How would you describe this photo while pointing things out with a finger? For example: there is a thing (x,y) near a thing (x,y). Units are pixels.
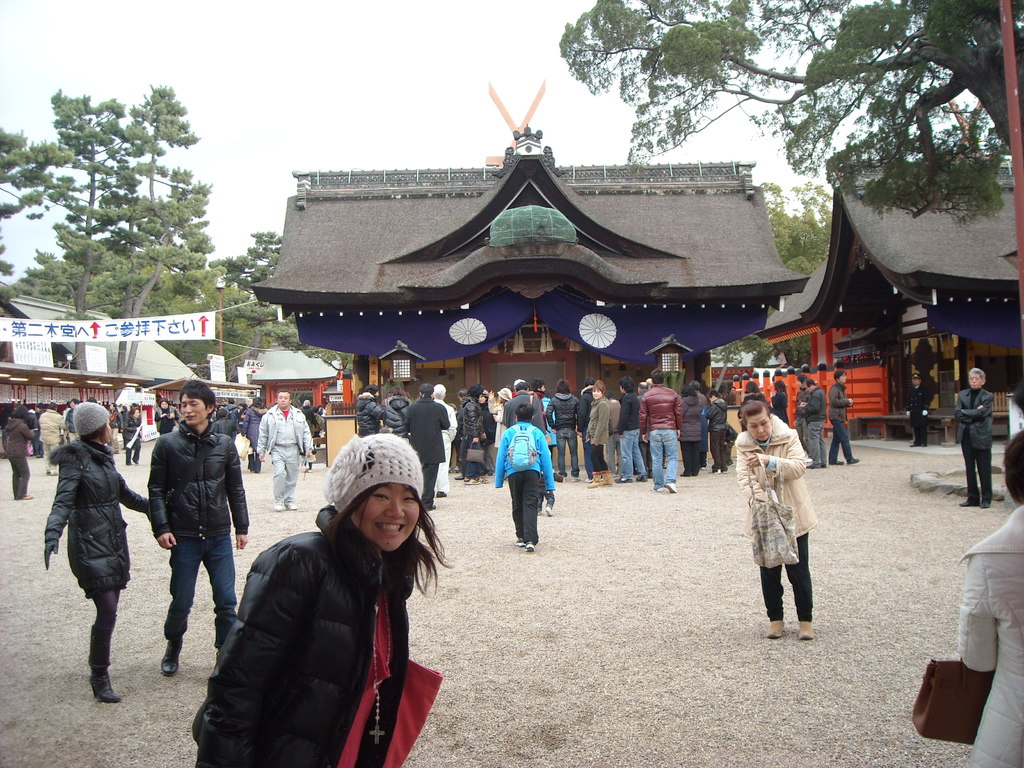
In the foreground (271,608) I can see a crowd (529,512) on the road (627,582). In the background (794,271) I can see posts (356,356), houses (534,349), shops (25,355), trees (271,309), benches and the sky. This image is taken may be during a day.
